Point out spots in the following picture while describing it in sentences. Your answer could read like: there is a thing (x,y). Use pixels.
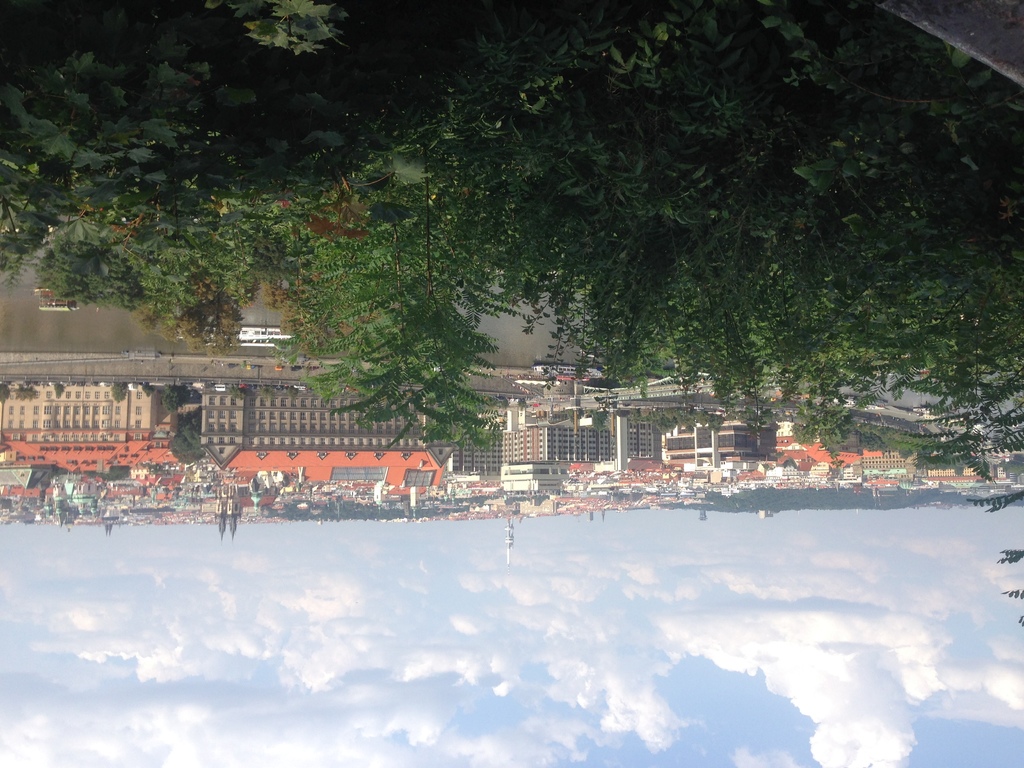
In this image I can see many trees (463,187). To the side of the trees (301,321) I can see the boats (259,341) on the water (273,318). In the background (282,416) I can see many buildings (282,416), clouds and the sky (486,706).
